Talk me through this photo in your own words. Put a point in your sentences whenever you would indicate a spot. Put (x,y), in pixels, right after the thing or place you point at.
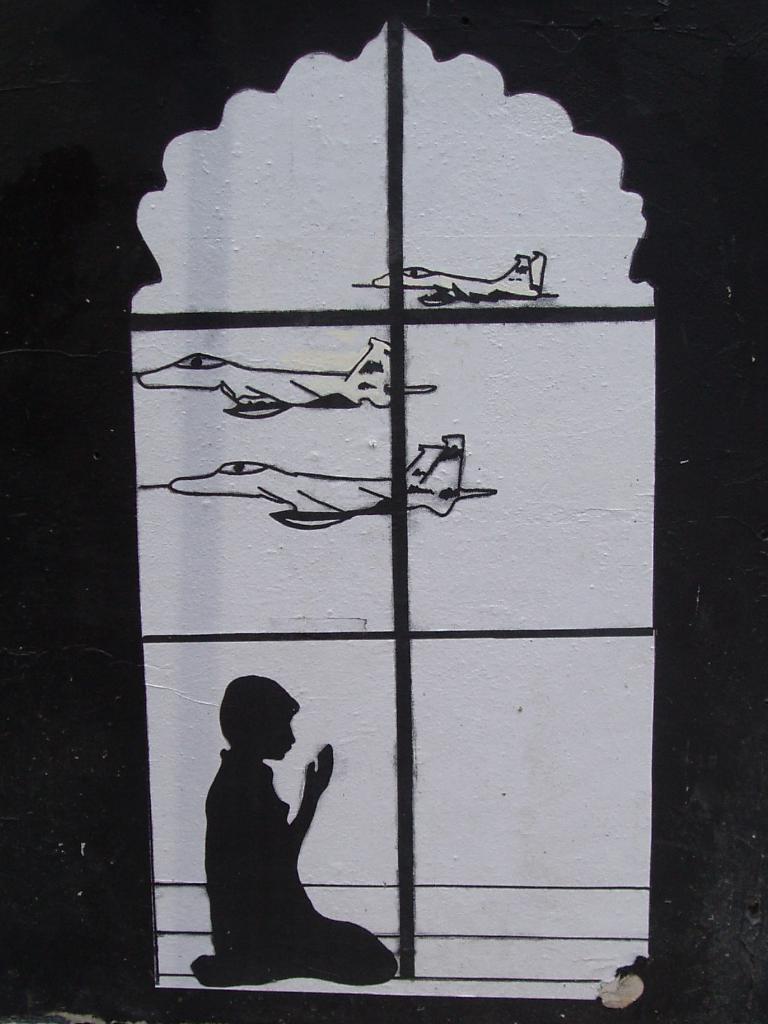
In this image I can see a painting (282,334) which is white and black in color in which I can see a person (345,964) sitting and few aircrafts (290,479) which are flying in the air (345,437).
